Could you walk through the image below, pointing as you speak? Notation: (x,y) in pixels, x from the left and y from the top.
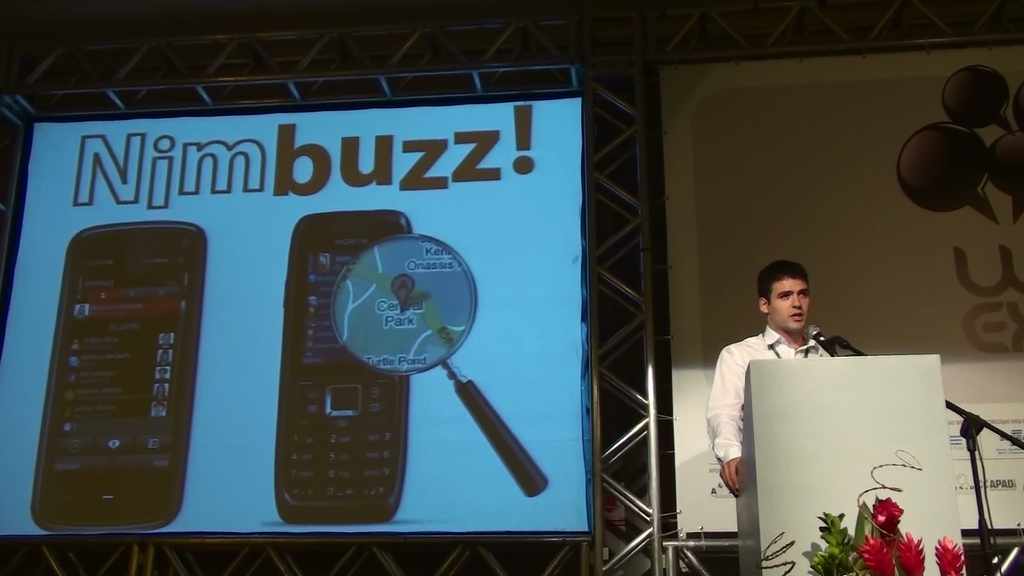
Here in this picture on the right side (782,310) we can see a man (761,298) standing over a place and speaking something in the microphone (825,346) present in front of him on the speech desk (772,415) and behind him we can see a projector screen (883,185) with something projected on it and beside him we can see a banner (345,229) present on an iron frame (354,575) and on that we can see pictures (202,300) of mobile phones (173,271) present and we can also see some flower bouquets (902,542) present in the front (834,533).
